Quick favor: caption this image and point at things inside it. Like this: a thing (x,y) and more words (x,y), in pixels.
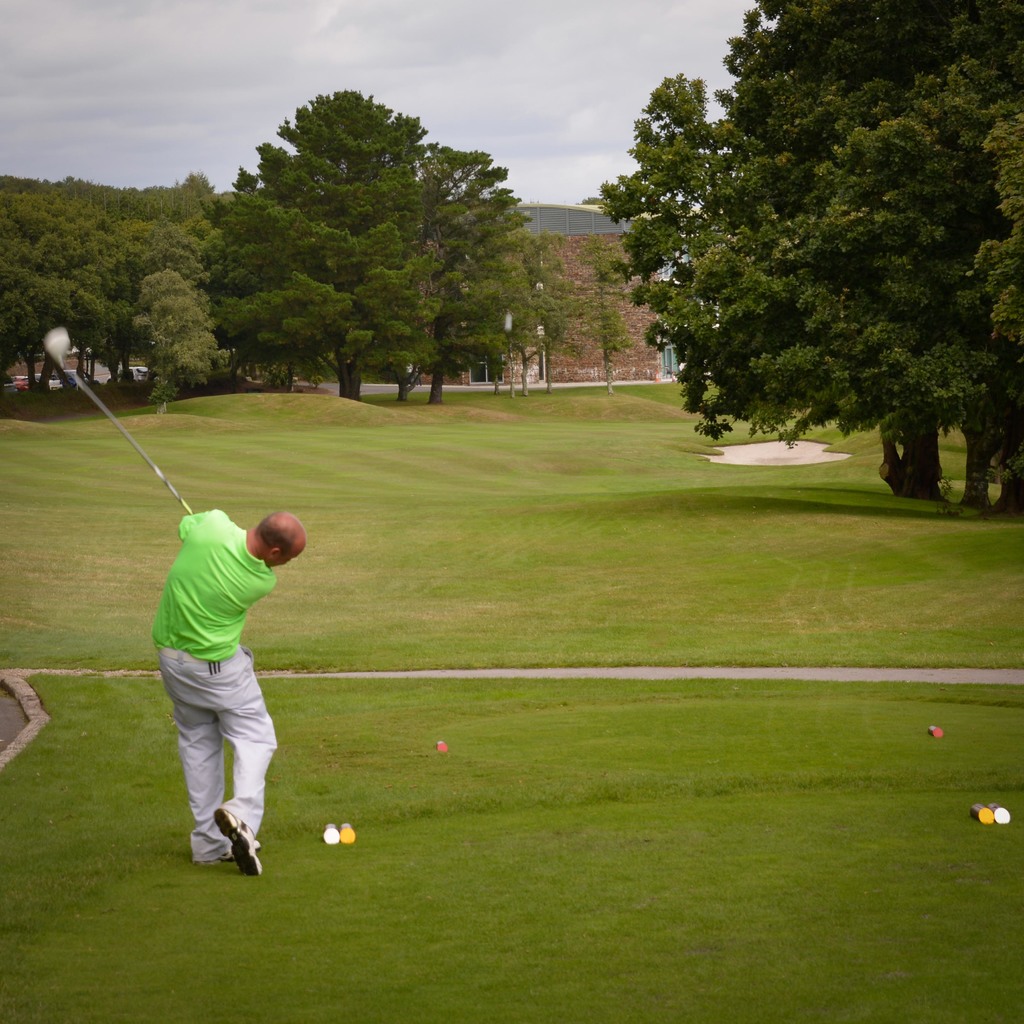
In this image there is a man (215,784) standing on the ground (208,873). He is holding a golf stick (130,433) in his hand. There is grass (506,659) on the ground (470,634). In the background (286,269) there are trees (847,340) and a building (578,286). At the top (452,68) there is the sky (387,74).
